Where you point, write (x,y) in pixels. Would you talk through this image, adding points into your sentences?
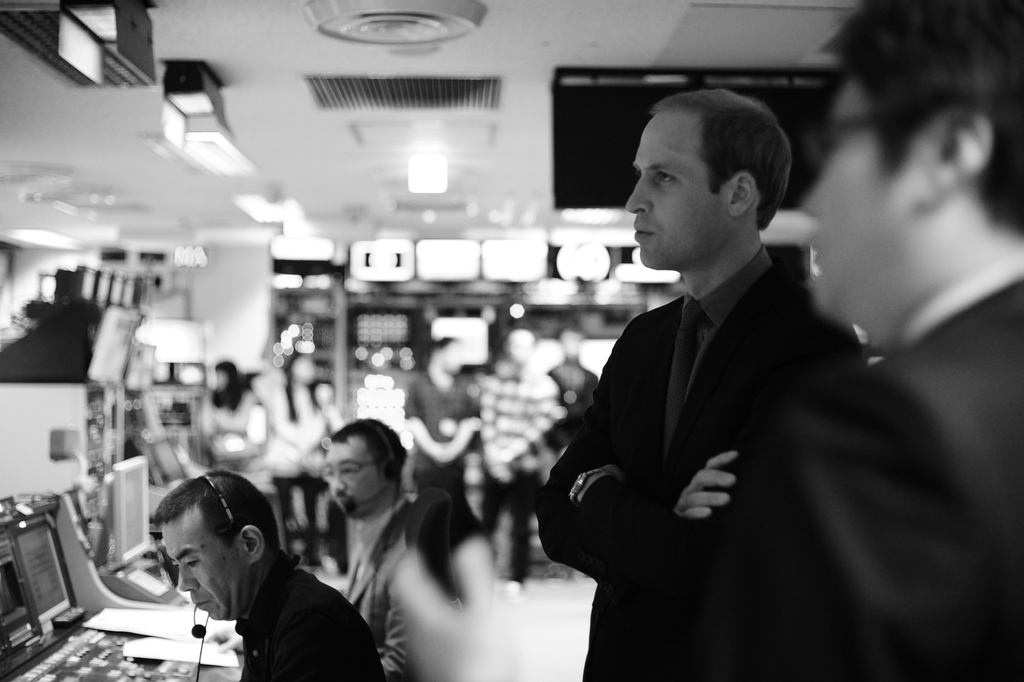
In this image we can see people (467,446), electronic gadgets (588,273) and some other objects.
